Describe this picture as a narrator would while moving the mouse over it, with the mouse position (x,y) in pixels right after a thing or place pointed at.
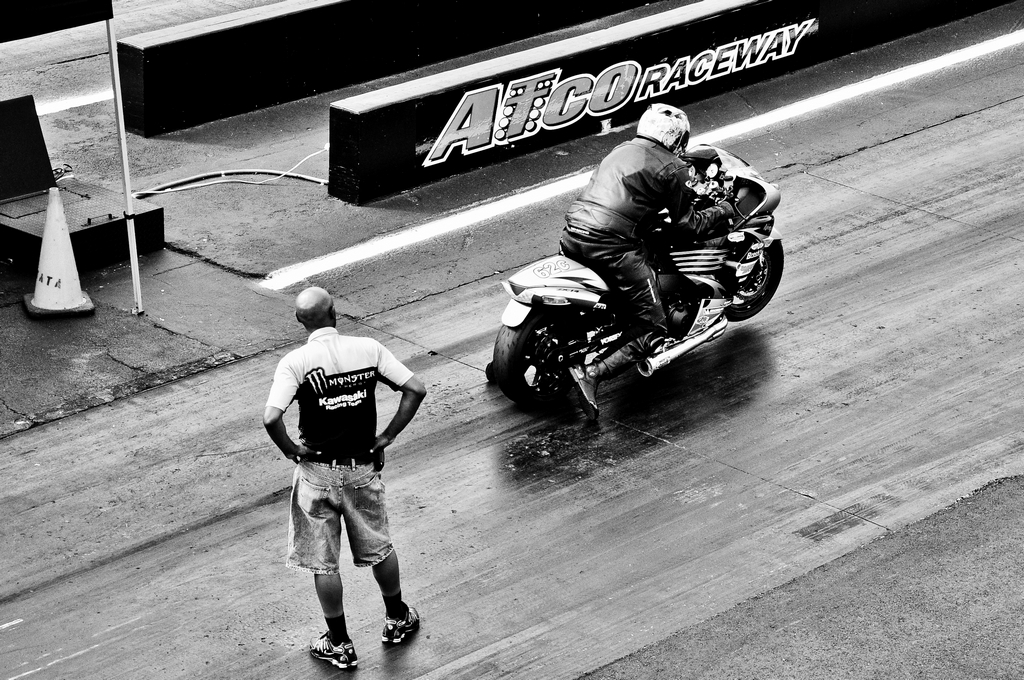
In this picture there is a person (351,392) standing on the road (686,489) and a person (626,174) is riding a bike (569,378). At the left side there is a traffic cone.
